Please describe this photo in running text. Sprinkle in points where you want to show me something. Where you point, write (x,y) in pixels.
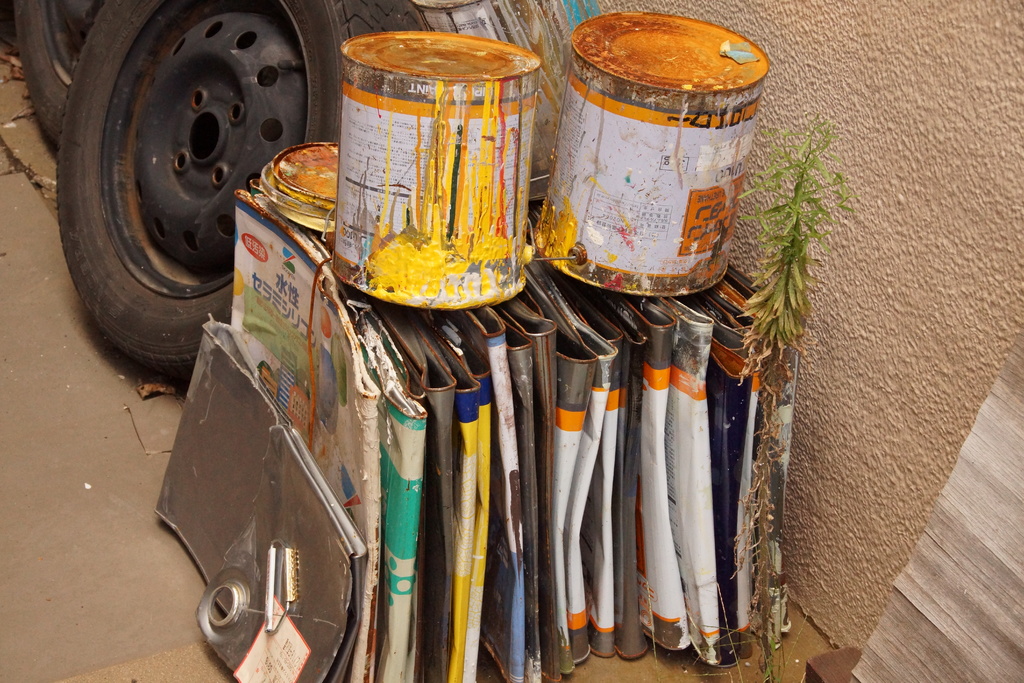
In this image we can see a group of metal sheets (587,419), a plant (769,420), some containers (362,178) with a lid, a wooden sheet (931,567) and some tires (162,231) which are placed on the surface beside a wall (940,381).
